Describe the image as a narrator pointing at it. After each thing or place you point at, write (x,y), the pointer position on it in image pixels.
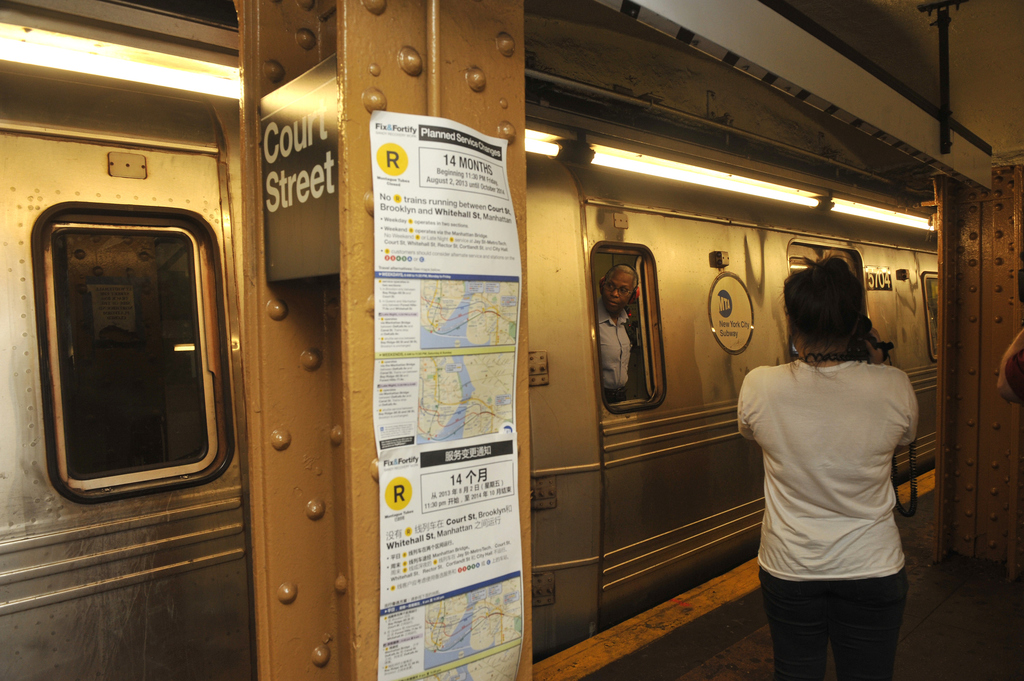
In this image there is a train (667,457) beside the platform (702,624). A person (614,293) is inside the train (590,407). A person (868,603) is standing on the platform (760,652). There are few metal pillars (288,635) on the platform (969,558). This person (861,550) is wearing a white shirt (816,529). There are few posters (450,535) attached to the pillar (297,566).
